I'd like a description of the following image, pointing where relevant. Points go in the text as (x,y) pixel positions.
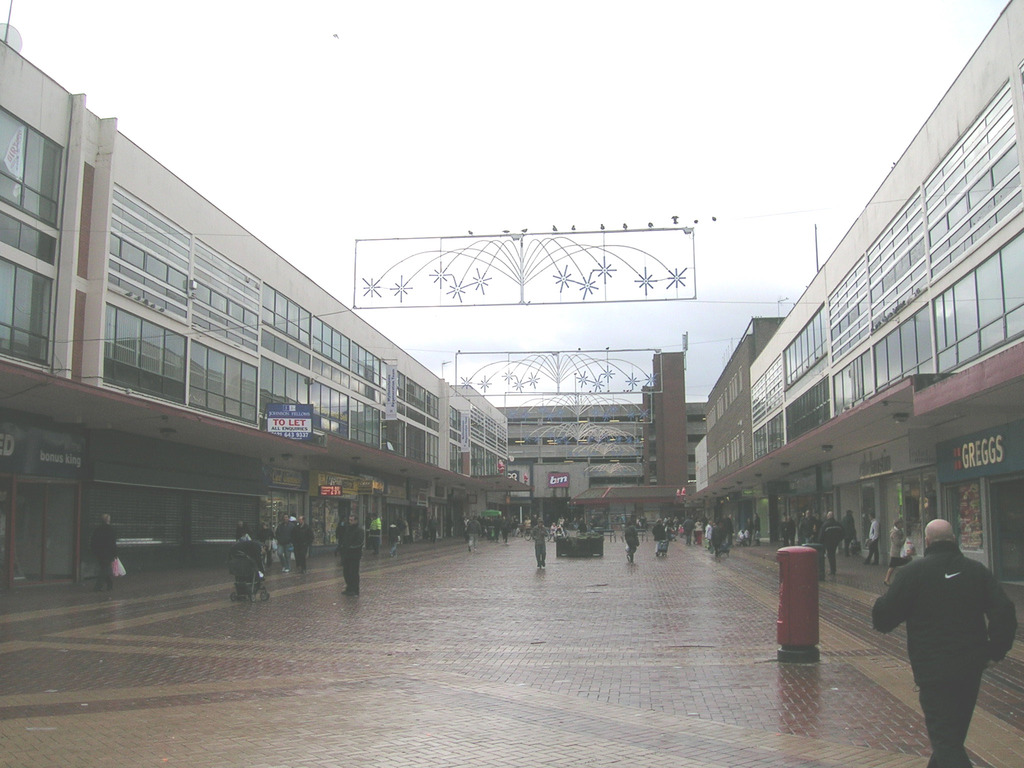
In this picture there are persons (893,565) standing and walking. In the center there is a bin (800,590) which is red in colour. On the right side (844,424) there are buildings (902,440) and there is a board (982,465) with some text (970,461) written on it. On the left side (55,431) there are boards (284,478) with some text (55,458) written on it and there are buildings (440,428). In the background (602,434) there are buildings (599,431) and the sky (445,96) is cloudy.
